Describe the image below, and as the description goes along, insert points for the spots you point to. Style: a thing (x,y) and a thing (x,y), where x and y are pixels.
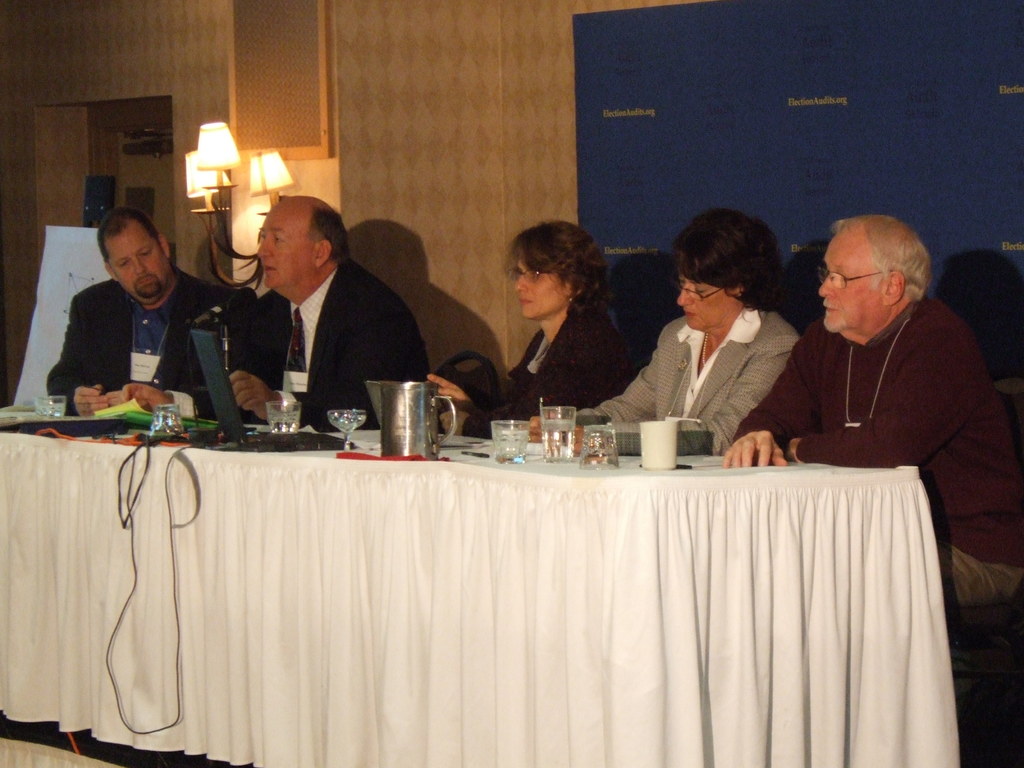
In this image in the center (655,377) there are some people (889,377) who are sitting, in front of them there is one table (783,558). On the table (335,449) there are some cups (500,432), glasses (357,417), pots (387,418), laptop (207,357), papers (34,413) and some other objects (683,445). And in the background (260,132) there are some lights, wall (396,85), and some boards (640,150). On the board (731,146) there is some text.
